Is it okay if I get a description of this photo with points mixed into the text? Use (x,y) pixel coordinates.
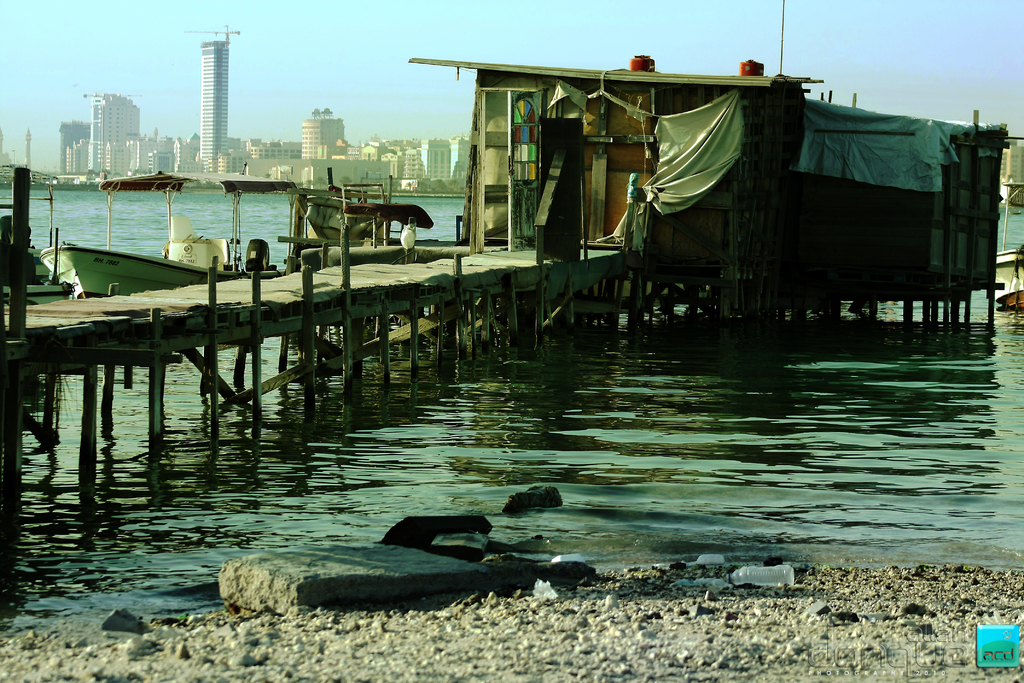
In this picture we can see shed (679,248) in the water (763,398), round we can see some water (36,603) and few buildings (220,124).
